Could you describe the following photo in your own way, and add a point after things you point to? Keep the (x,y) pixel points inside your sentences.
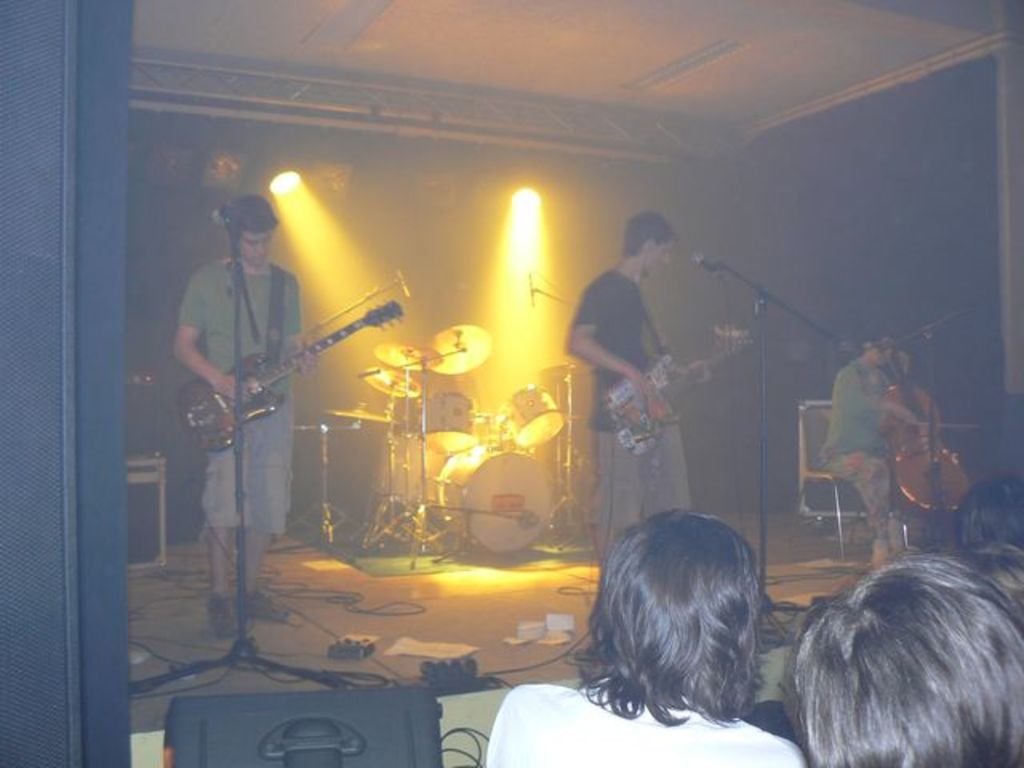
In this image I can see two men (260,320) standing on the stage (271,587) and playing the guitars (640,423). On the right side (875,431) there is another man (853,457) sitting and playing the cello (926,491). In front of these people (860,396) there are mike stands (237,404). In the background (421,421) there is a drum set (386,416) and cables (350,601). At the bottom (817,710) there are few people (656,683) facing towards the stage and also there is a device (311,752). On the left side (46,320) there is a black color box (40,370) which seems to be a speaker (58,449). In the background (524,230) there are few lights (527,203).
